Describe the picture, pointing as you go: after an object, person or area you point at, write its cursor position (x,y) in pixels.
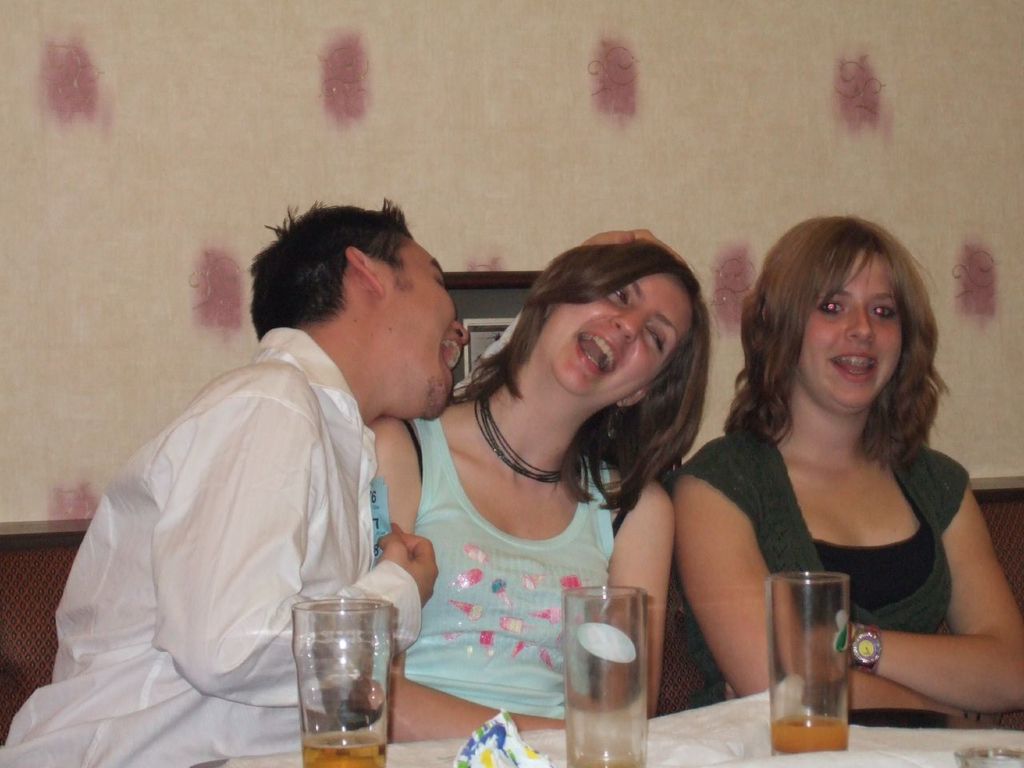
In this image in the front (792,678) there are glasses (778,712) on the table (761,712). In the center (415,488) there are persons (546,511) sitting and smiling. In the background (424,208) there is a wall (529,195).
